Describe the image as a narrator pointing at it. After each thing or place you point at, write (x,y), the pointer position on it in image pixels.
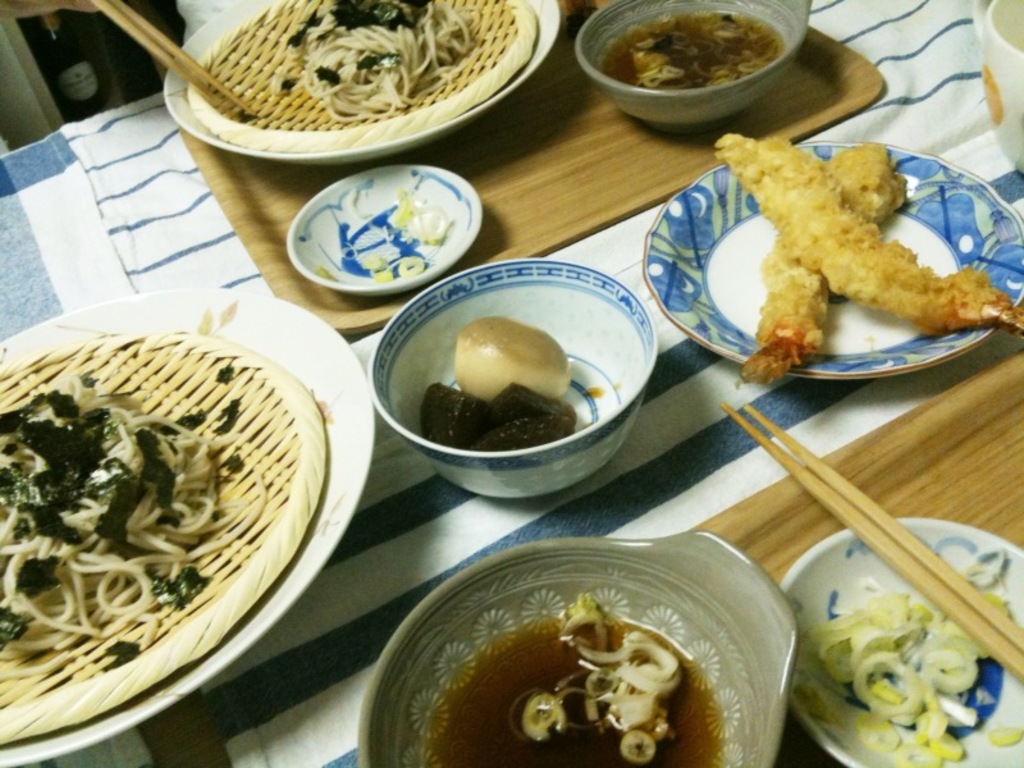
This picture is clicked inside. In the center (510,298) we can see the platters (449,90) and bowls (611,84) containing food items (345,73) are placed on the top of the table (73,147). In the background (132,38) there are some objects (77,41).
